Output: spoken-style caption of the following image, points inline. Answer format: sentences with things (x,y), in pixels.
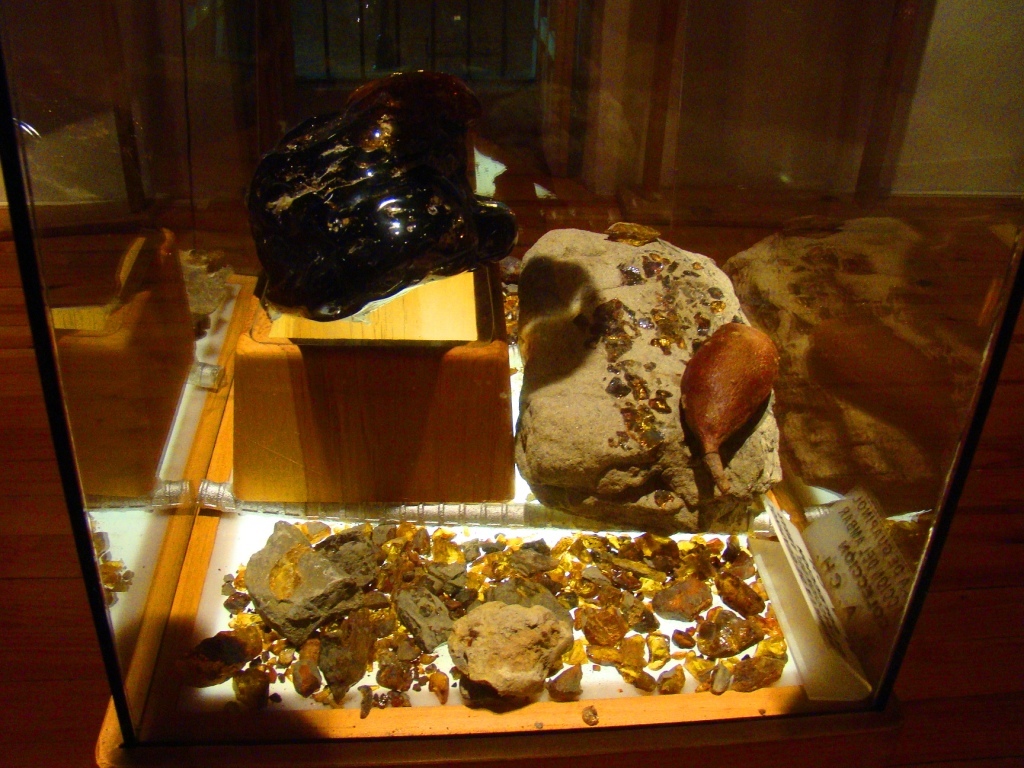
In this image I can see few stones (338,561) in a glass table (373,464).
